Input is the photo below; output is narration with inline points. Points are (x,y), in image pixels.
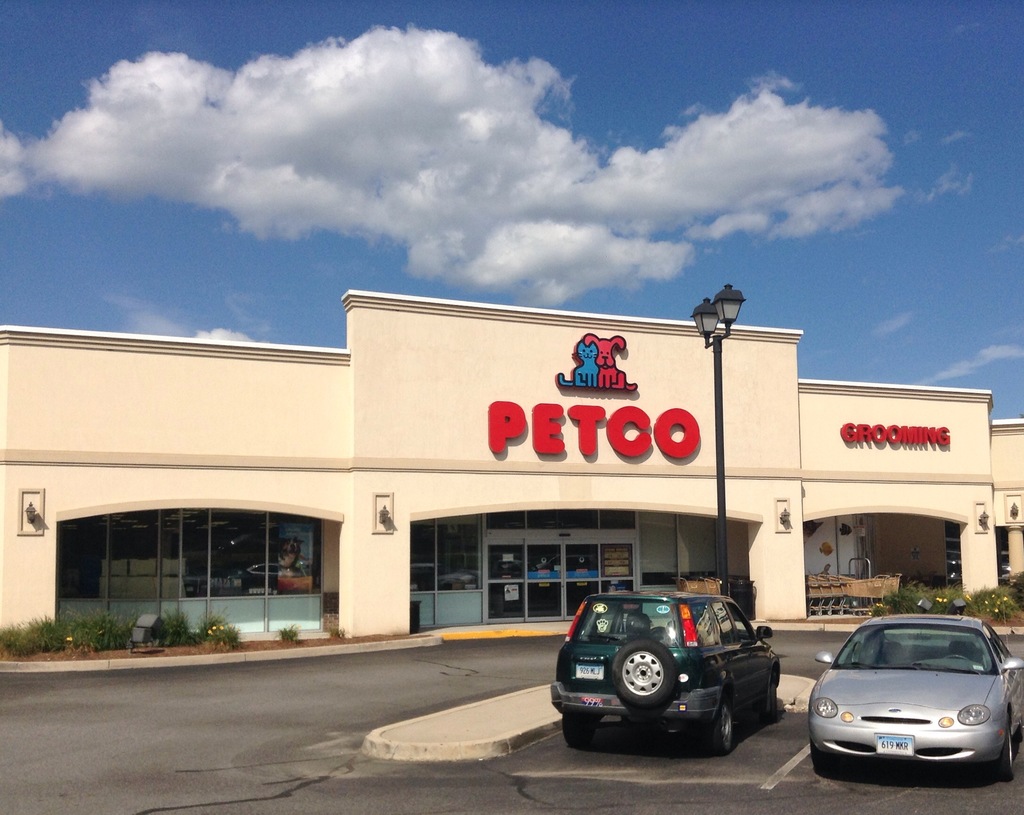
This picture is clicked outside. In the foreground (616,747) we can see the cars (763,689) parked on the road (691,795). In the center (590,364) we can see the lamps (726,317) attached to the pole (724,477) and there is a building (373,488) and we can see a picture (604,360) of animals (601,376) and the text (670,433) on the building (819,437). On the left (38,648) we can see the small portion of green grass (103,645). In the background (649,40) there is a sky (872,105) with the clouds (418,202).
